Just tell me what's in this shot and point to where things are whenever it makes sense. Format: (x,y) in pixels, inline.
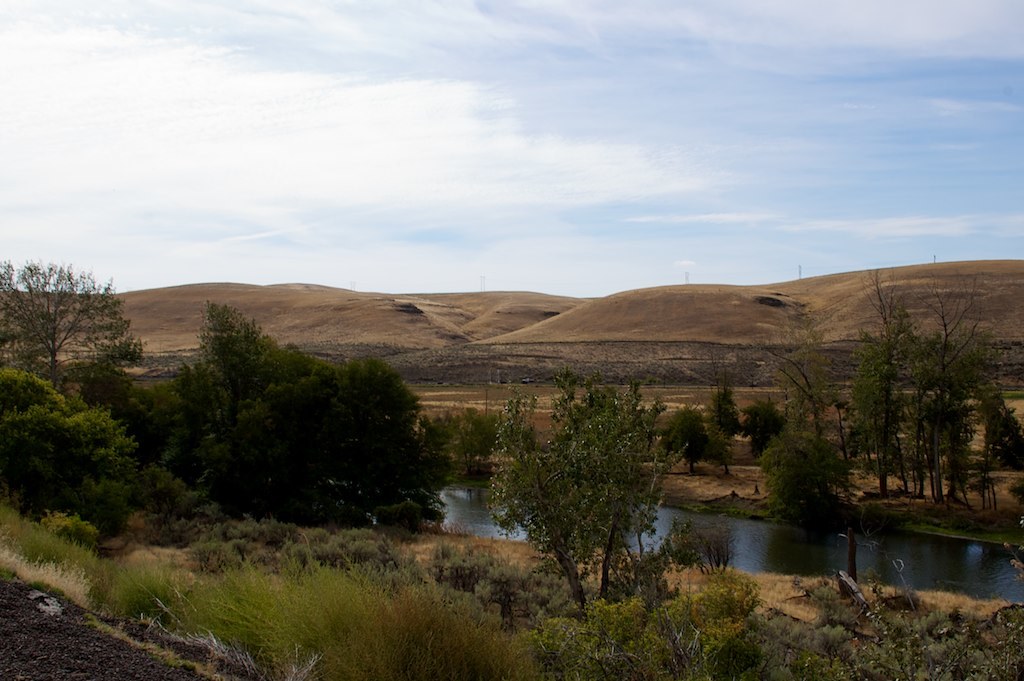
At the bottom of this image (219,501), there are trees (194,479), plants (716,602) and grass (411,605) on a hill (305,622). Behind this hill (308,625), there is water (1009,560) of a river (958,558). In the background (461,349), there are mountains (245,306) and there are clouds (505,140) in the sky (527,153).
